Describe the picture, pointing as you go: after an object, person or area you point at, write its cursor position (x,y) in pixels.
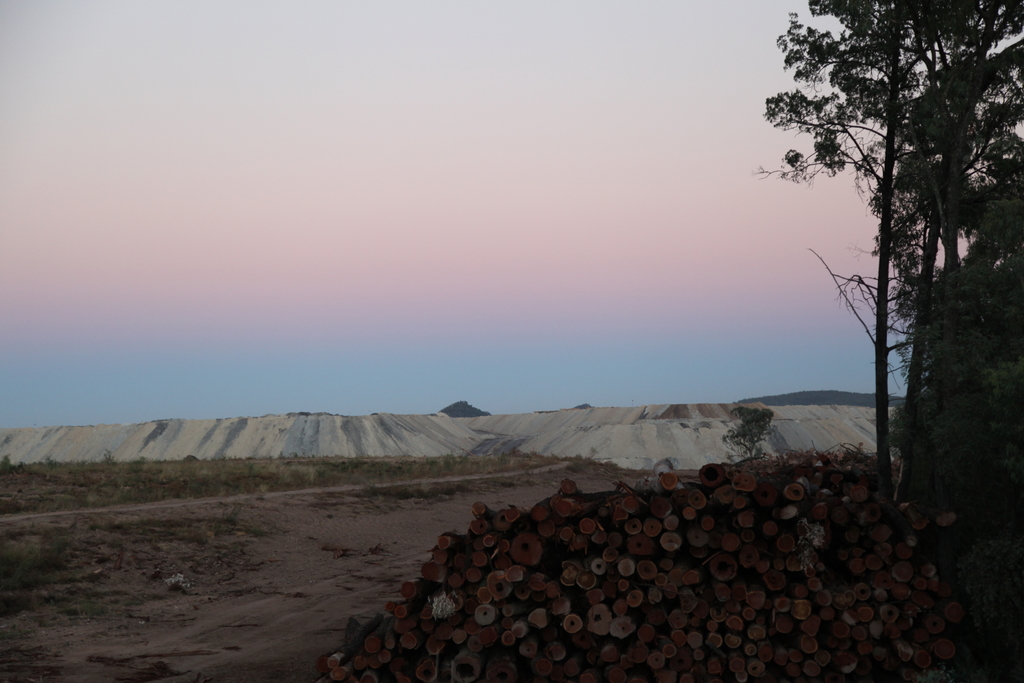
This picture is clicked outside. In the foreground (532,608) we can see some wooden objects (809,540) and the trees (988,318). In the background (384,276), we can see the sky (400,192), hills (488,430), grass (223,473) and some white mounds (421,427) seems to be the soil (588,445).
